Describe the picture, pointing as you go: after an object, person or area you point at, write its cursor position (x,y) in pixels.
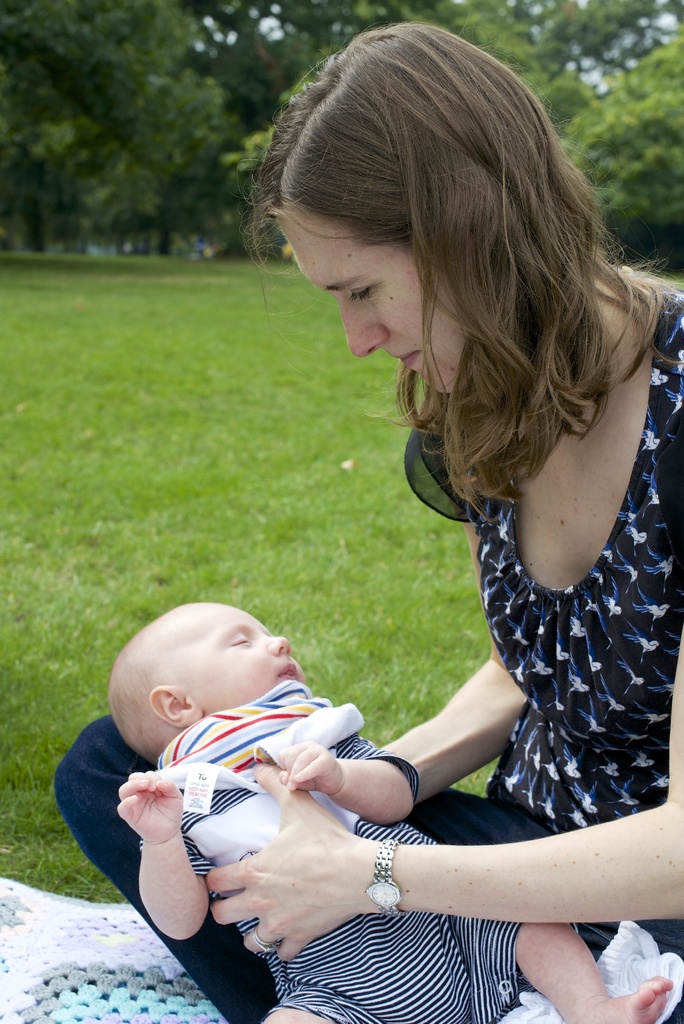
In this image we can see a lady (640,271) and a kid (282,757). In the background of the image (203,417) there are grass (277,377), trees (662,265), sky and other objects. On the left side (29,927) bottom of the image (150,950) there is a cloth (185,982).
